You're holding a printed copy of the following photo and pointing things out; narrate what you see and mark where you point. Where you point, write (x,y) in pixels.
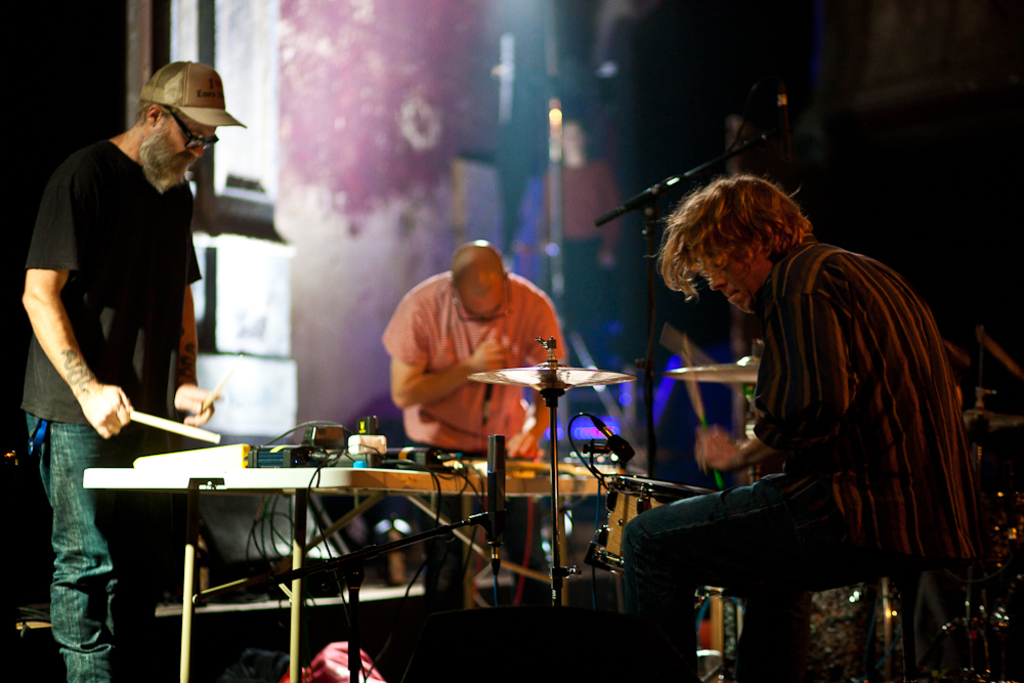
In the image we can see two people (502,341) standing and one is sitting, they are wearing clothes (471,397) and two of them are wearing spectacles (488,317) and the left side man (105,353) is wearing a cap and holding sticks (175,424) in hands (185,388). Here we can see musical instruments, microphone (601,426), cable wires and a table (306,531) on the table (395,491) there is an electrical device (312,463). And the background is blackish blurred.
